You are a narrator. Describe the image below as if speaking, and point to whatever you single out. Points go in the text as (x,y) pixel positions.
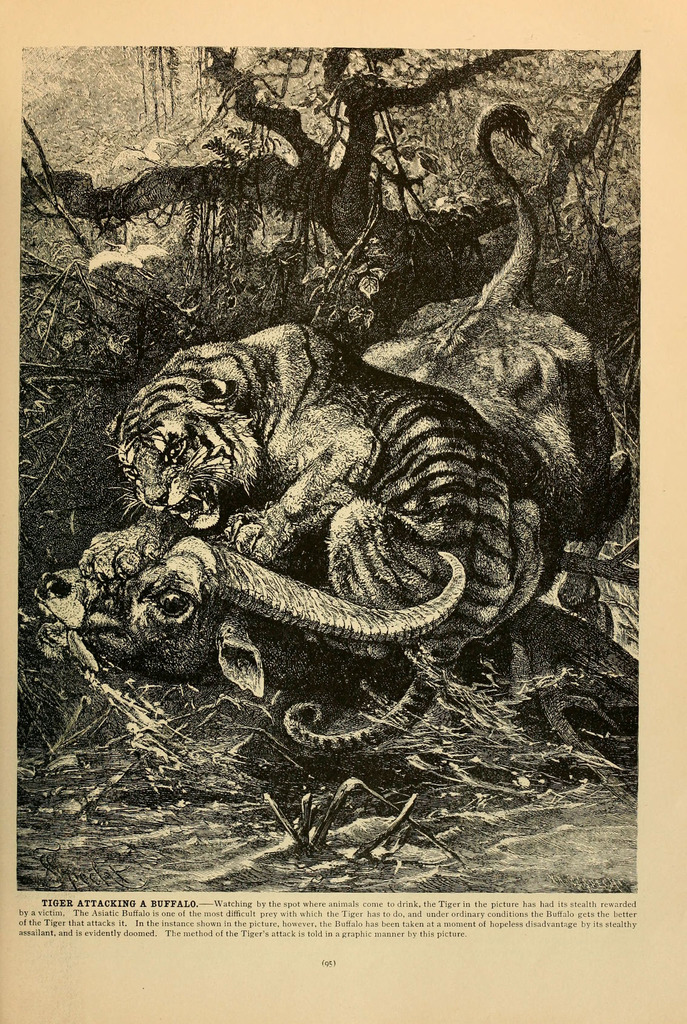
In this image, It looks like a paper (473,27). I can see the picture of a tiger (379,476) attacking a buffalo (155,643) and the trees (393,296). At the bottom of the image (36,931), I can see the letters (290,913) on the paper (383,927).
